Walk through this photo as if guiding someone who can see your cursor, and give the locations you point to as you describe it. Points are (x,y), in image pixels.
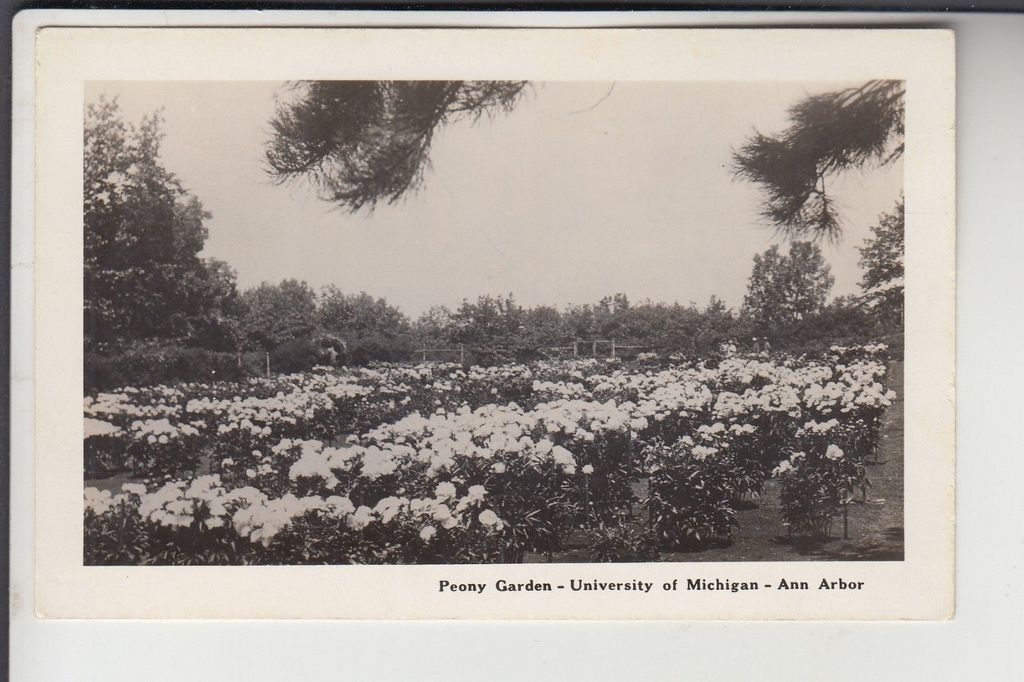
In this image we can see a black and white photography. In the photograph there are sky (253,261), trees (300,286), plants (609,409), bushes (554,443) and ground (777,500).
